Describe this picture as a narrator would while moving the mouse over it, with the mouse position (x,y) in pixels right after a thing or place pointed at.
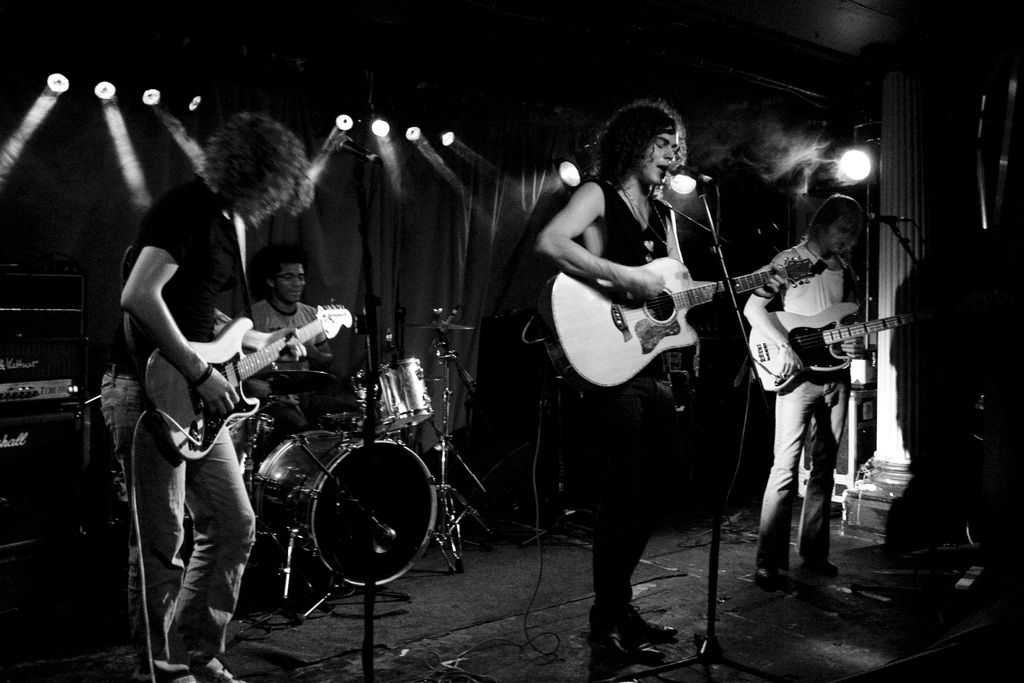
In this image I see 4 men (656,625), in which these 3 (622,630) are holding the guitars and this man (266,268) is near to the drums (405,421) and I see that there are mics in front of them. In the background (318,281) I see lights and the curtain (135,221) and few equipment (72,302) over here.
